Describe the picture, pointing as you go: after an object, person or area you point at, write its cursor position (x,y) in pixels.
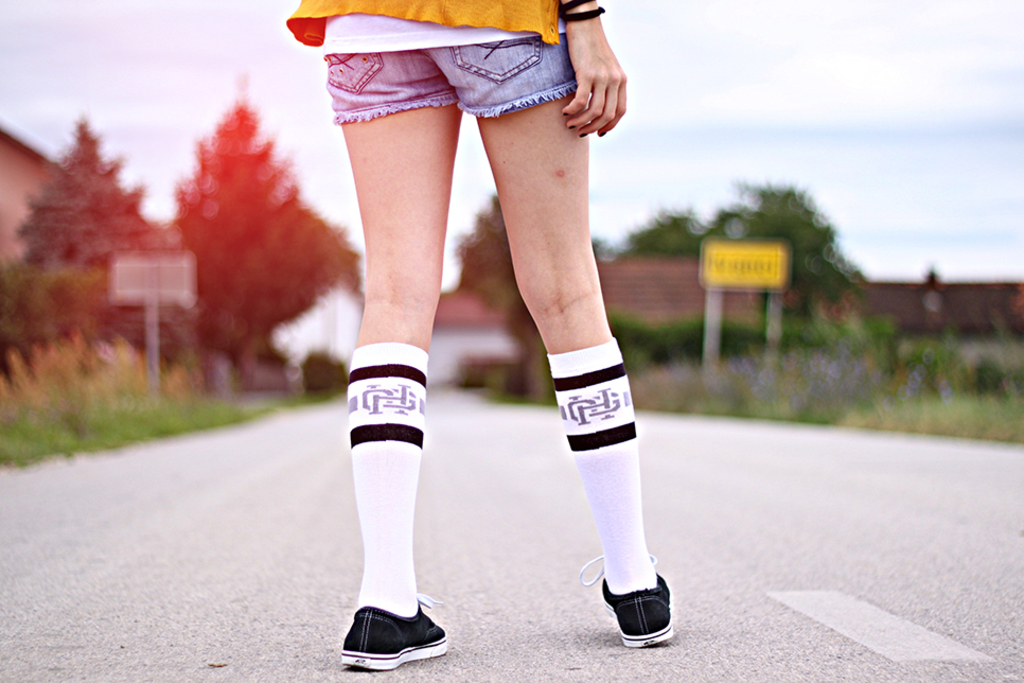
In this picture we can see a person (485,131) in the front (588,197), in the background (87,218) there are trees (75,209), houses (11,221), grass (37,388) and boards (732,277), we can see the sky (774,66) at the top of the picture (803,55).
